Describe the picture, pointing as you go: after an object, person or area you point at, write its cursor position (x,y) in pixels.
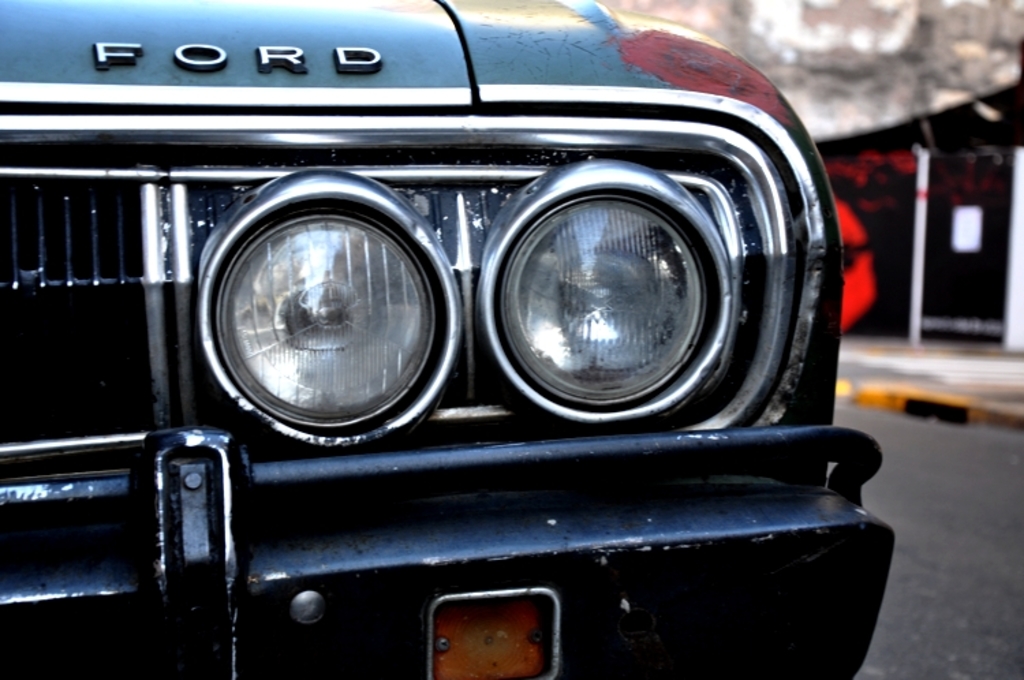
In this picture I can observe a car (684,390). There are two headlights (438,317) in the middle of the picture (609,293). The car (293,240) is in black color. The background (939,305) is blurred.
